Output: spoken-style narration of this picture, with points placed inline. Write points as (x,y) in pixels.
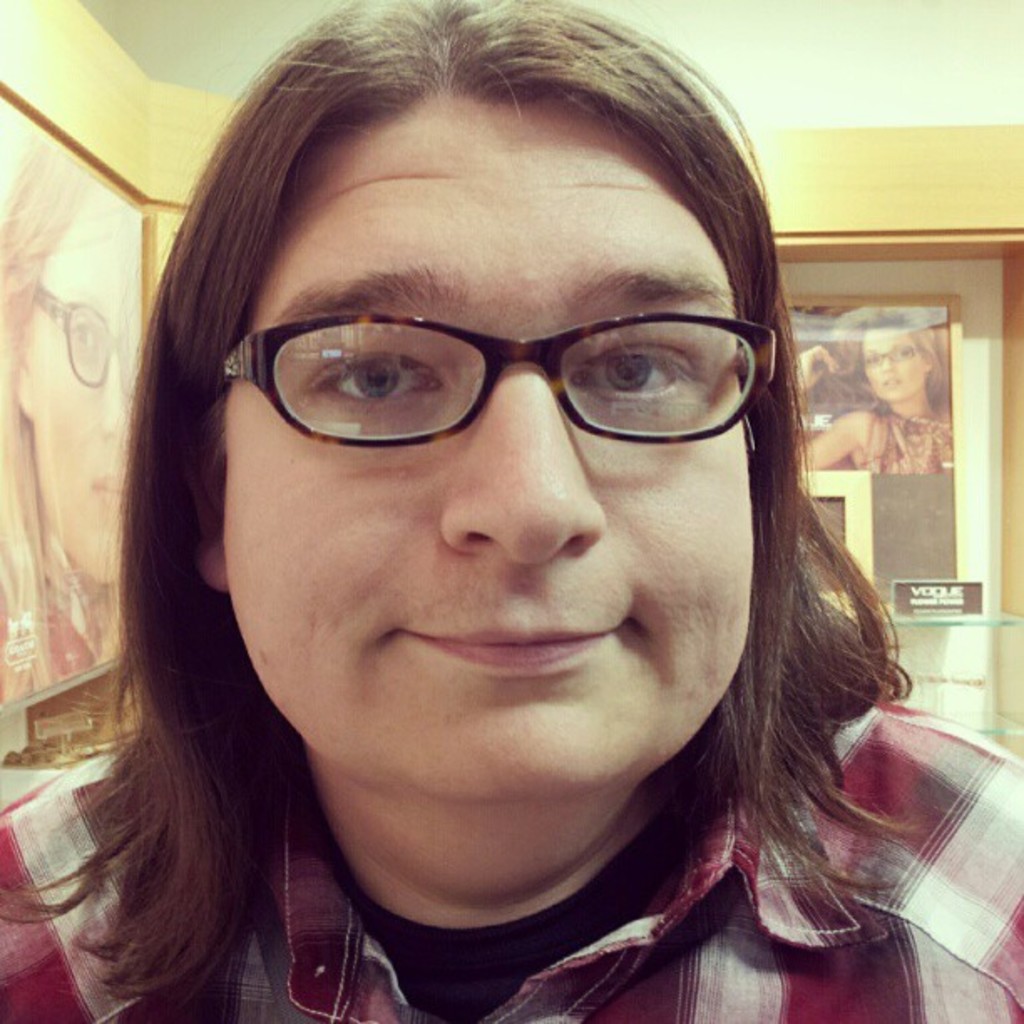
In this picture I can see there is a person (162,632) standing here and smiling, he is wearing spectacles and a shirt (869,858) and in the backdrop (962,17) I can see there is a wall (267,14) and there are posters (16,143) in the backdrop (774,92).
